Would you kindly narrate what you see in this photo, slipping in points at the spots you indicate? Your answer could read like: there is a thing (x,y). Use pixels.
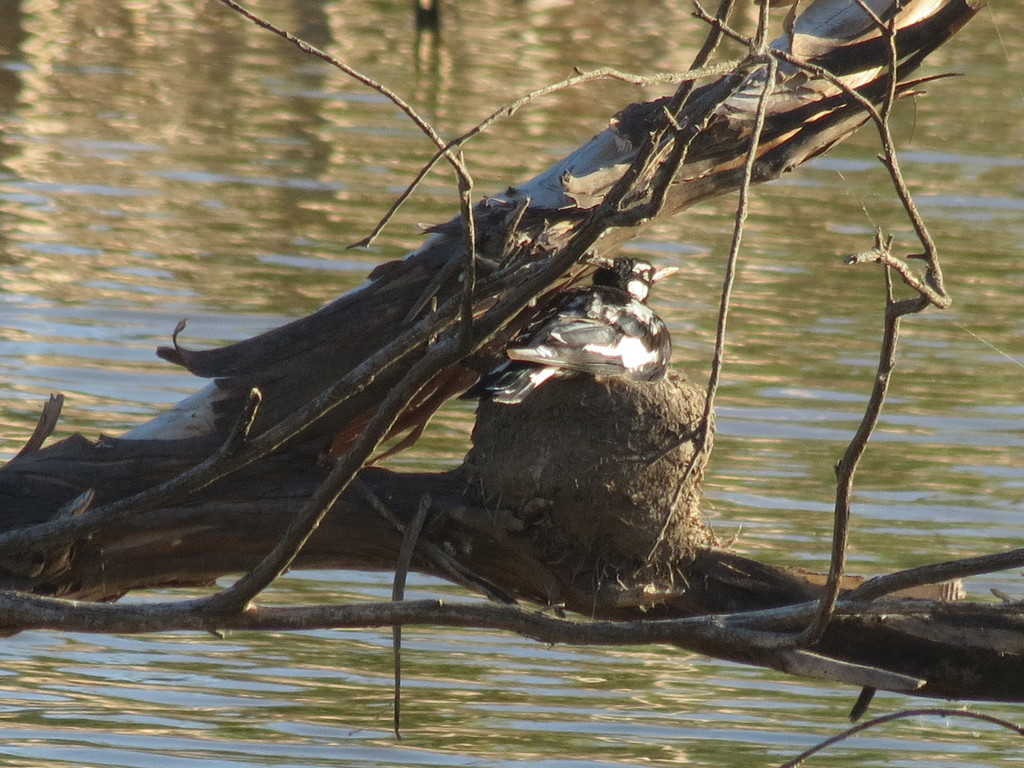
In this image we can see a bird (652,352) which is sitting on the branch (446,494) of a tree (433,225) and at the background of the image (144,156) there is water (673,351).
